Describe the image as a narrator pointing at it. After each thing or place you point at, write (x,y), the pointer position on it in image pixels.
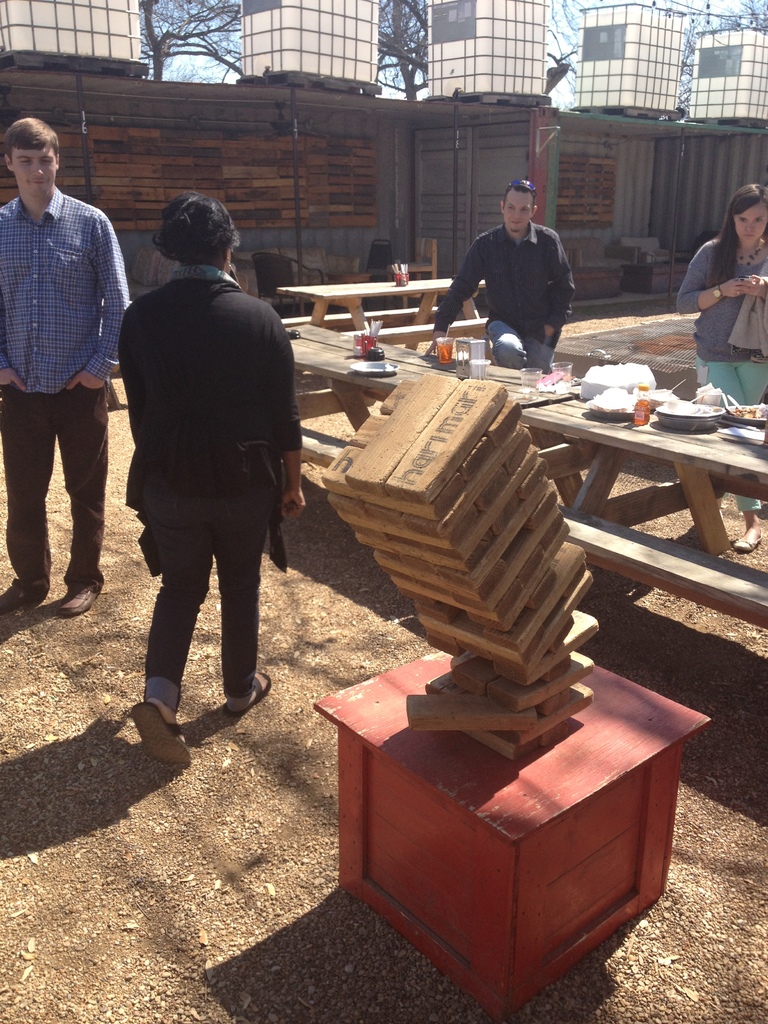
In this image we can see four persons (269,432). Beside the persons (504,356) we can see few objects (622,417) on a table (323,357). Behind the persons (221,342) we can see the chairs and a wall (320,222). At the top (233,17) we can see the sky (237,8) and the trees (414,86). In the foreground (387,920) there are wooden blocks (465,487) on a table (481,772).
